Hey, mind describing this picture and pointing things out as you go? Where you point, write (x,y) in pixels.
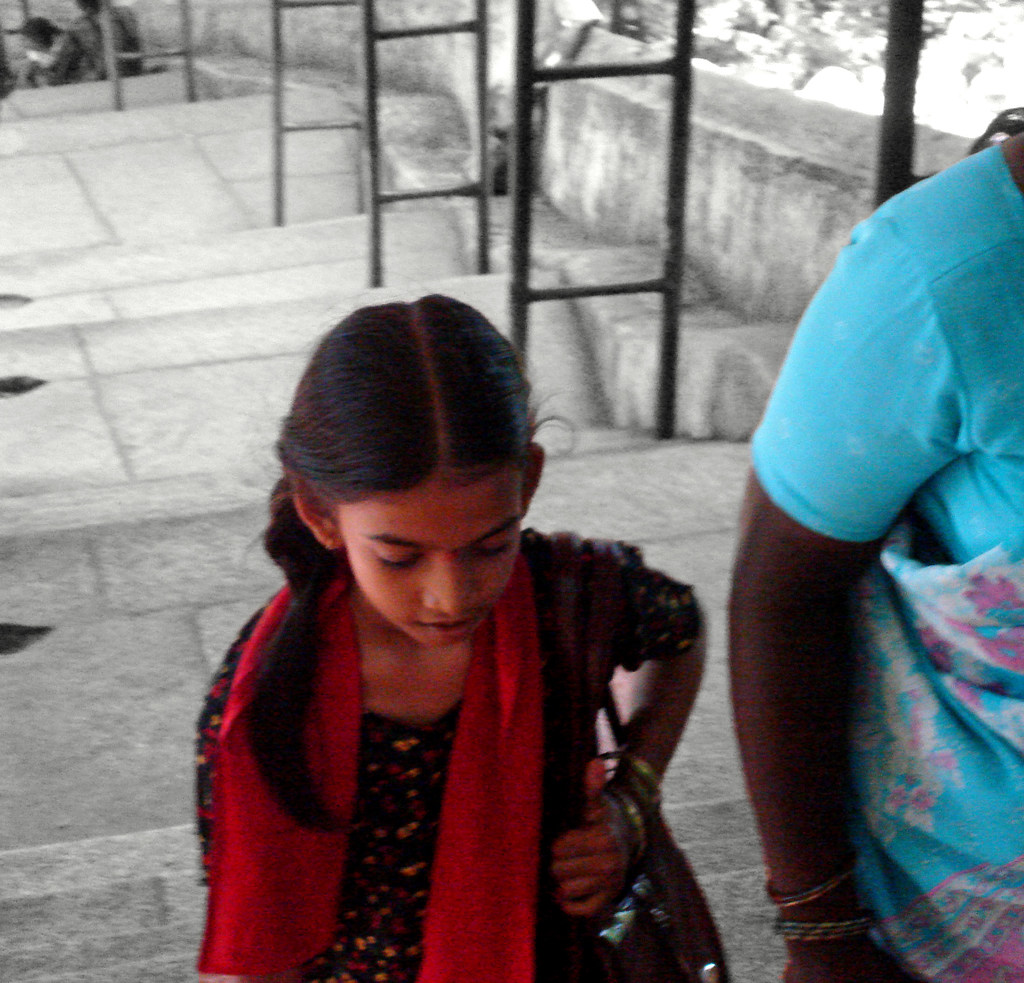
In the picture we can see a girl (317,886) walking in the long steps (267,176) and beside her we can see a woman (819,298) also is walking and behind them, we can see the steps (554,357) and beside it we can see a wall (627,368) and near it we can see iron poles (378,117).
